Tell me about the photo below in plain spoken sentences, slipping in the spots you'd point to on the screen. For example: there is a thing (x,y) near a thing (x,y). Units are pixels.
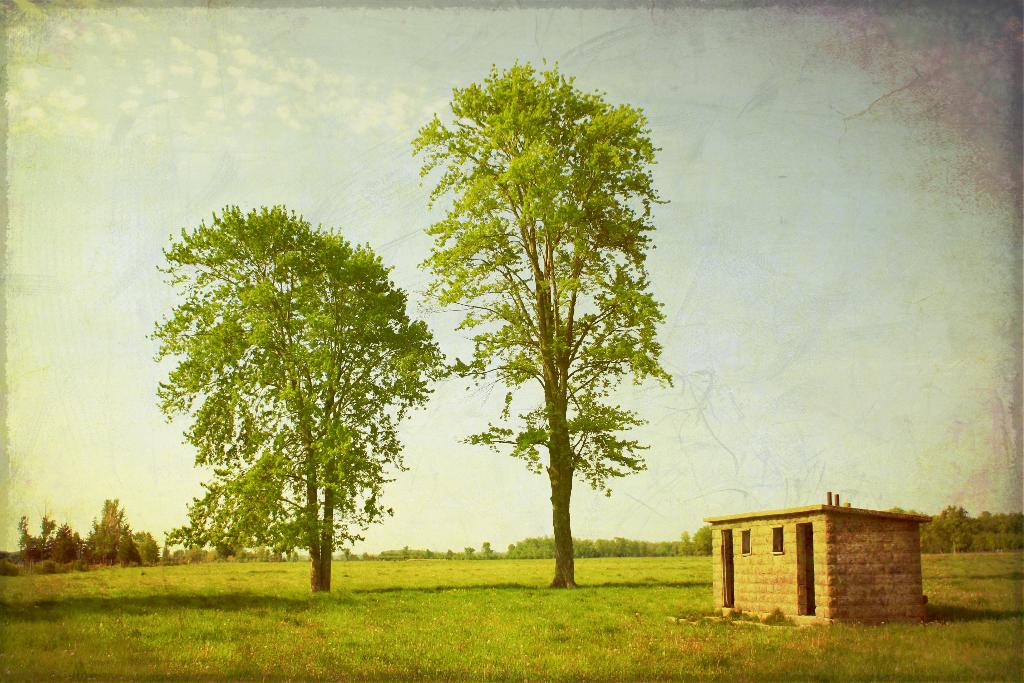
In this image we can see trees (367,413) and grass (326,627) on the ground (326,627) and on the right side (765,599) there is a house (795,585) and windows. In the background (256,38) we can see clouds (186,121) in the sky (768,302).
